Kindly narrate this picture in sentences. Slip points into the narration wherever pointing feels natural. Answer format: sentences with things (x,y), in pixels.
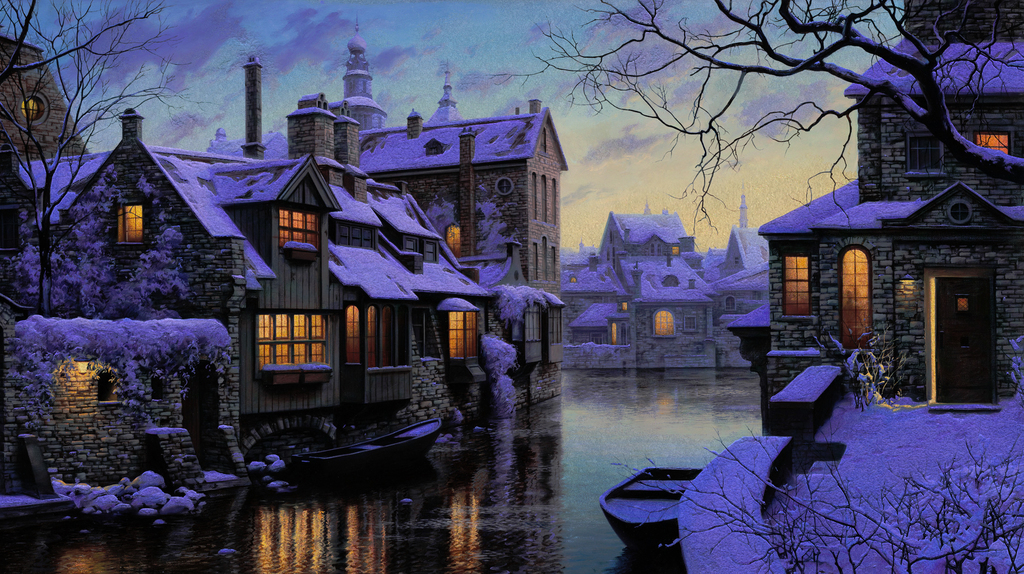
In this image we can see buildings (813,225) covered by snow (570,250). At the bottom (457,509) there is water (442,486) and we can see boats (635,502) on the water (498,478). There are trees (918,518). In the background (821,77) there is sky (430,79).
